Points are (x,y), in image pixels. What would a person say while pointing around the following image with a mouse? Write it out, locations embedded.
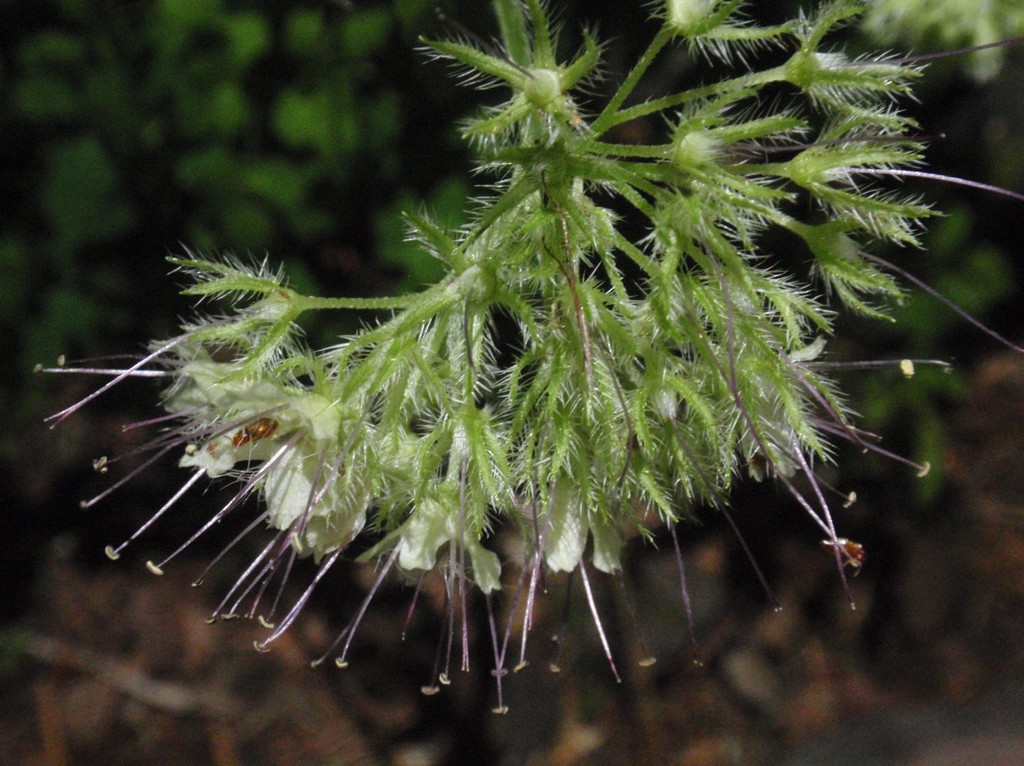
In this image there is a plant (321,385) with white flowers (266,450), and there is blur background (26,661).
